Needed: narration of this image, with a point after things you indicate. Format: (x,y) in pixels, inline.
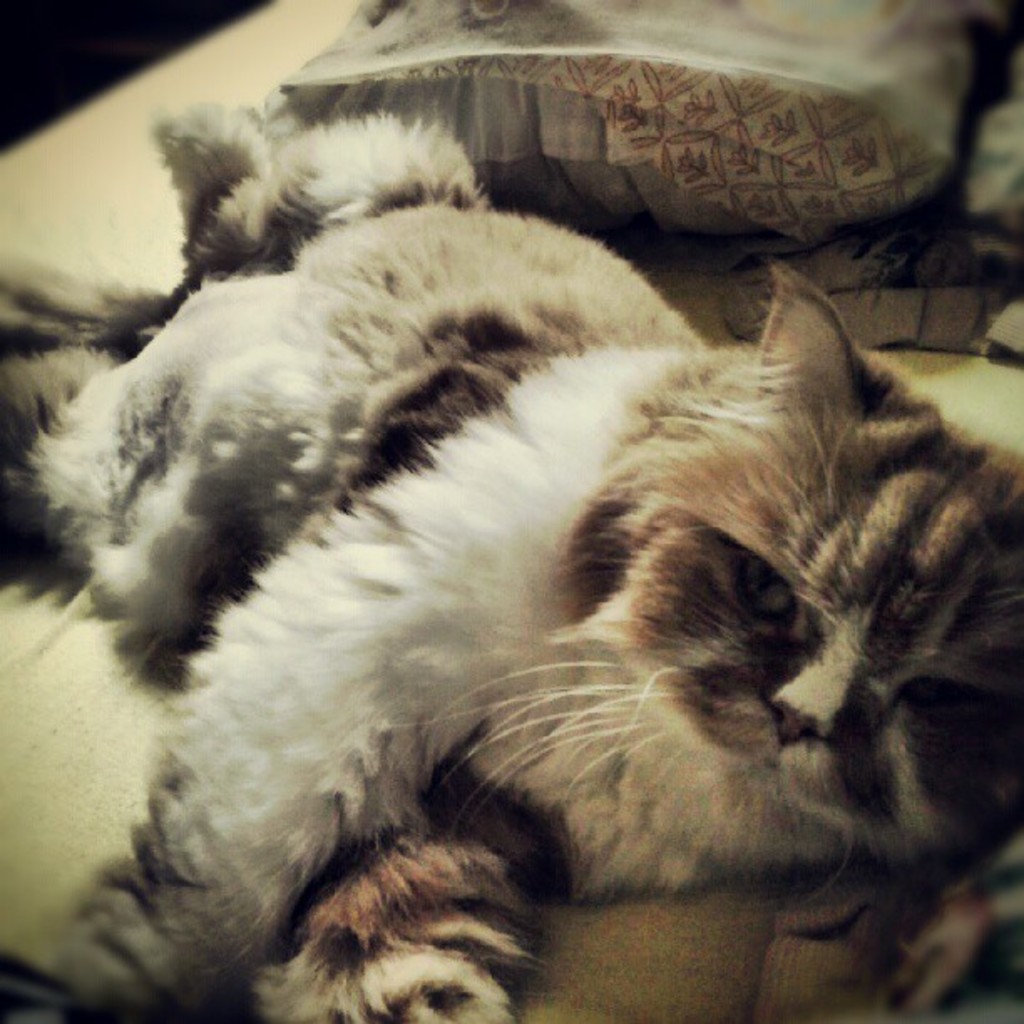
In this image there is a cat (661,543) sleeping on the bed (120,683), Beside the cat (435,232) there are pillows (766,139) and blankets (987,182).
